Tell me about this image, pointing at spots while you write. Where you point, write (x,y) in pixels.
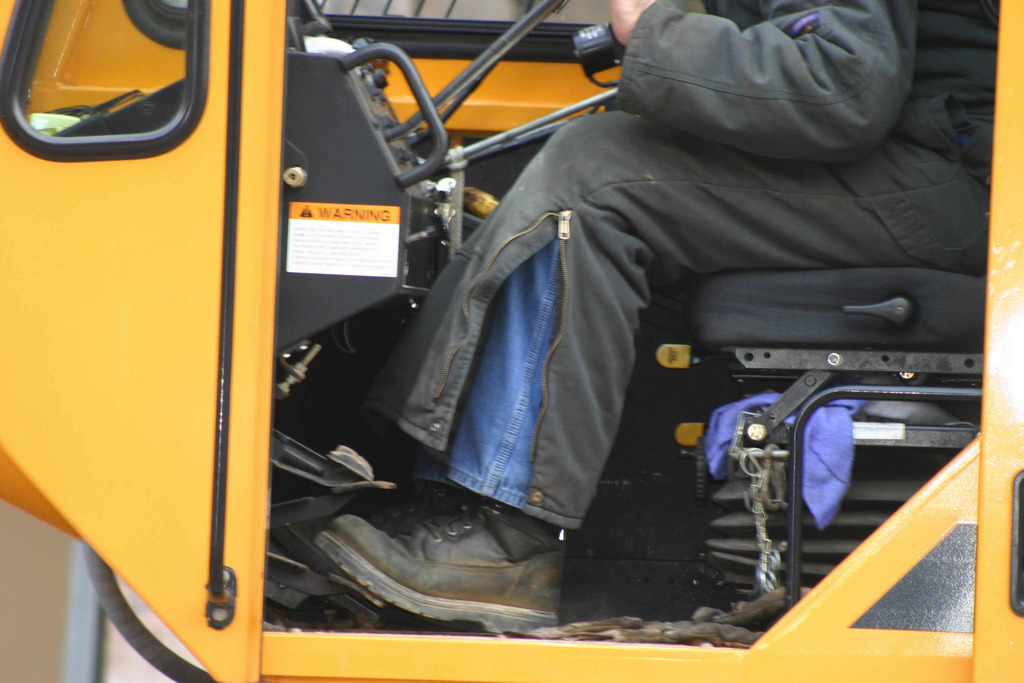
In this image I can see a yellow colour thing (188,536) and here I can see a person (583,267) is sitting. I can see this person (808,175) is wearing blue jeans (517,315), a shoe (501,559) and a jacket (957,87). I can also see a purple colour cloth (812,458) over here.
